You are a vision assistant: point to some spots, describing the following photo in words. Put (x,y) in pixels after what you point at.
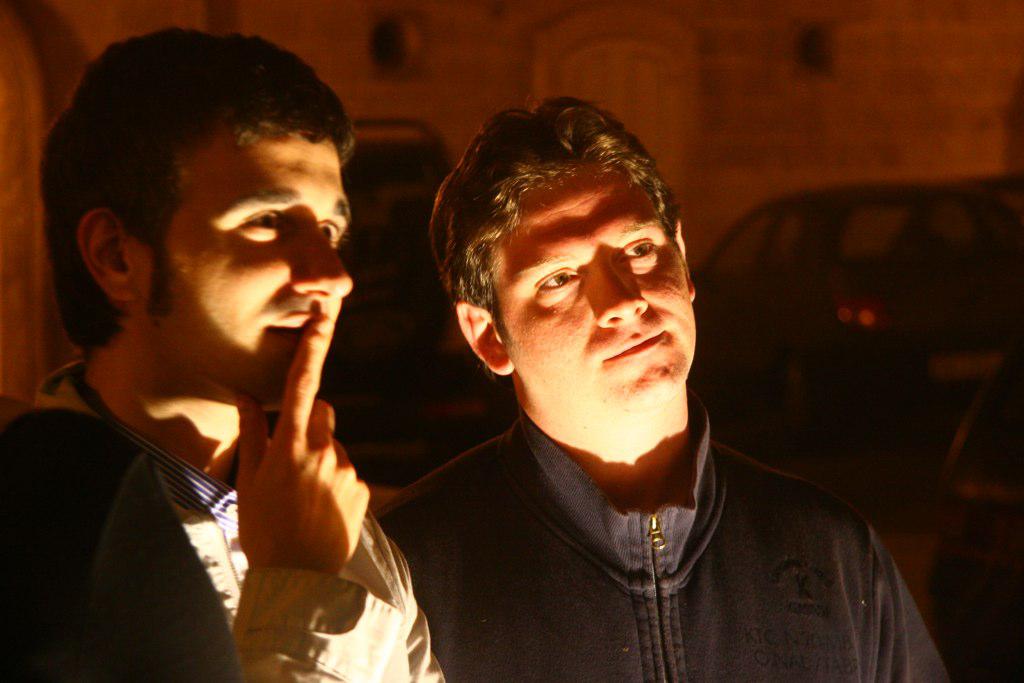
In this image we can see two persons (671,494) standing, some vehicles (989,303) backside of these persons (512,159) and some objects (826,52) attached to the wall (71,44).
